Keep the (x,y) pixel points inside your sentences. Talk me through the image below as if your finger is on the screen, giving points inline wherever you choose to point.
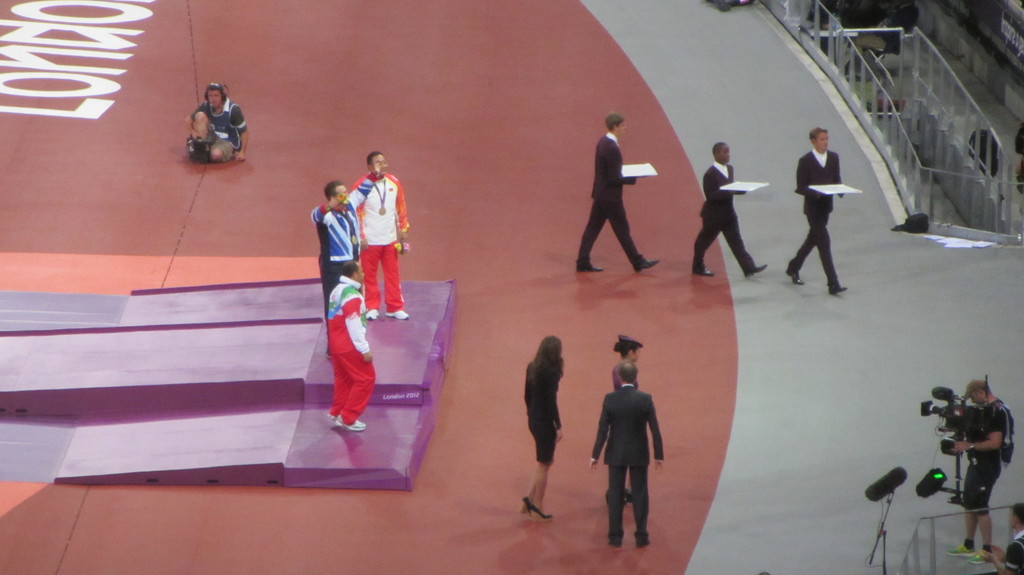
In this image we can see a few people (369,283) standing and a few are walking on the floor (732,264) and holding the boards (762,184). We can also see the railing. There is a person (968,446) standing on the floor (921,502) in front of the camera (968,425) with the stand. We can also see the text (63,34) on the floor (148,155).
